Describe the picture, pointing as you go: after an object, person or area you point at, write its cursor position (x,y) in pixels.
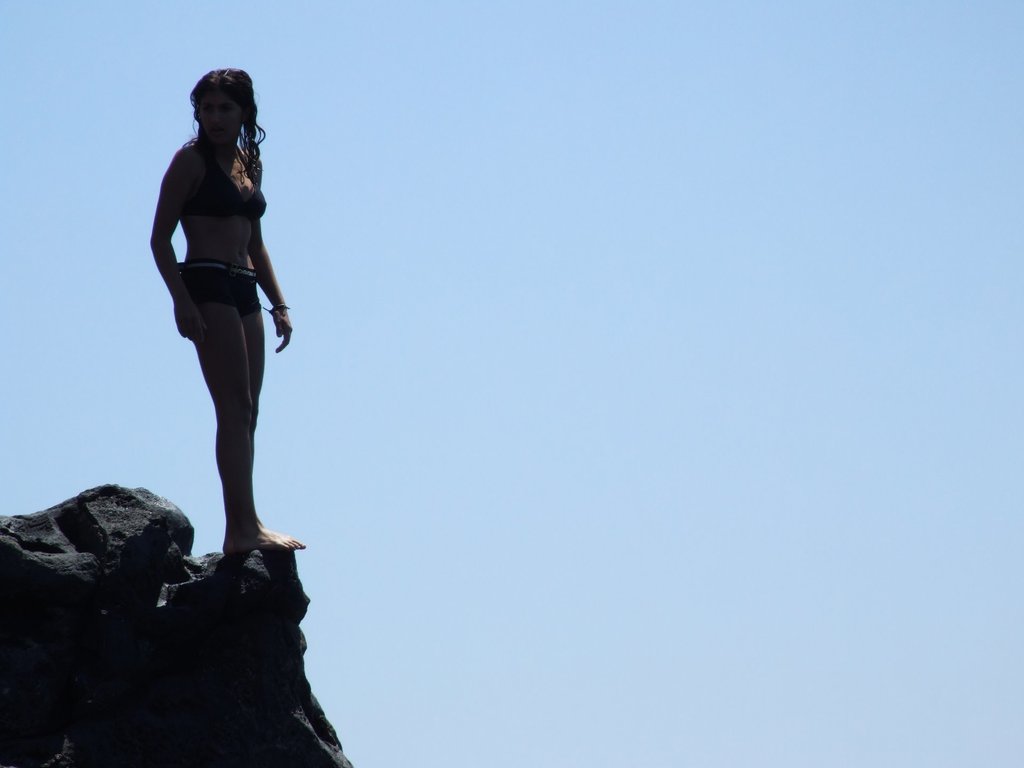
In this image we can see a lady (205,346) standing on a rock (160,522). In the back (584,426) there is sky (652,451).
